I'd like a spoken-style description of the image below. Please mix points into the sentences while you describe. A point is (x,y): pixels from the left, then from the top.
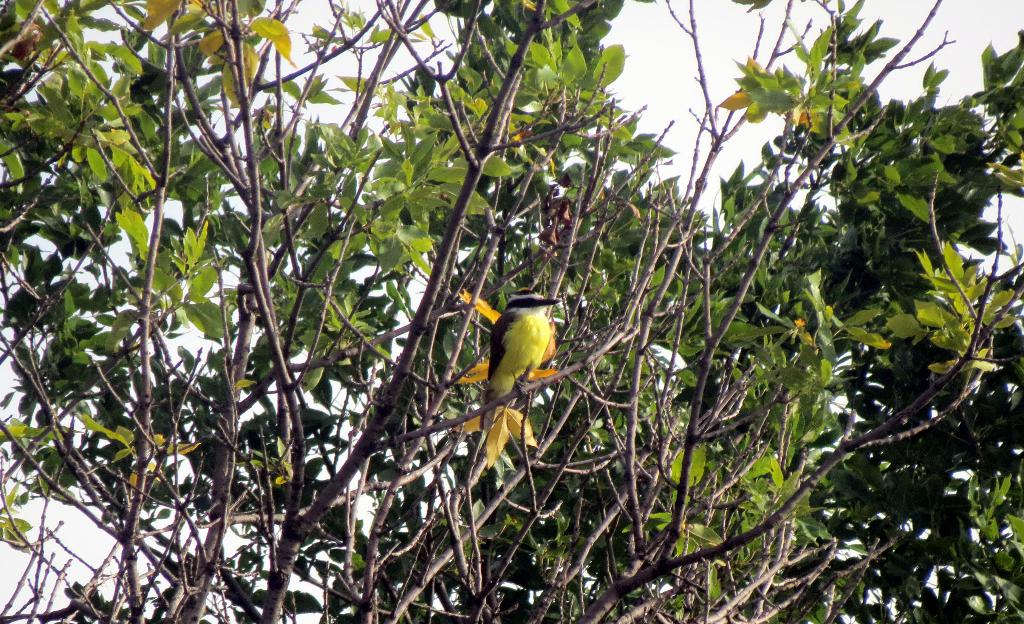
In this image I can see a tree (484,317) and I can see a bird (517,319) on tree (499,210) and the sky (654,4) visible back side of tree (152,329).
